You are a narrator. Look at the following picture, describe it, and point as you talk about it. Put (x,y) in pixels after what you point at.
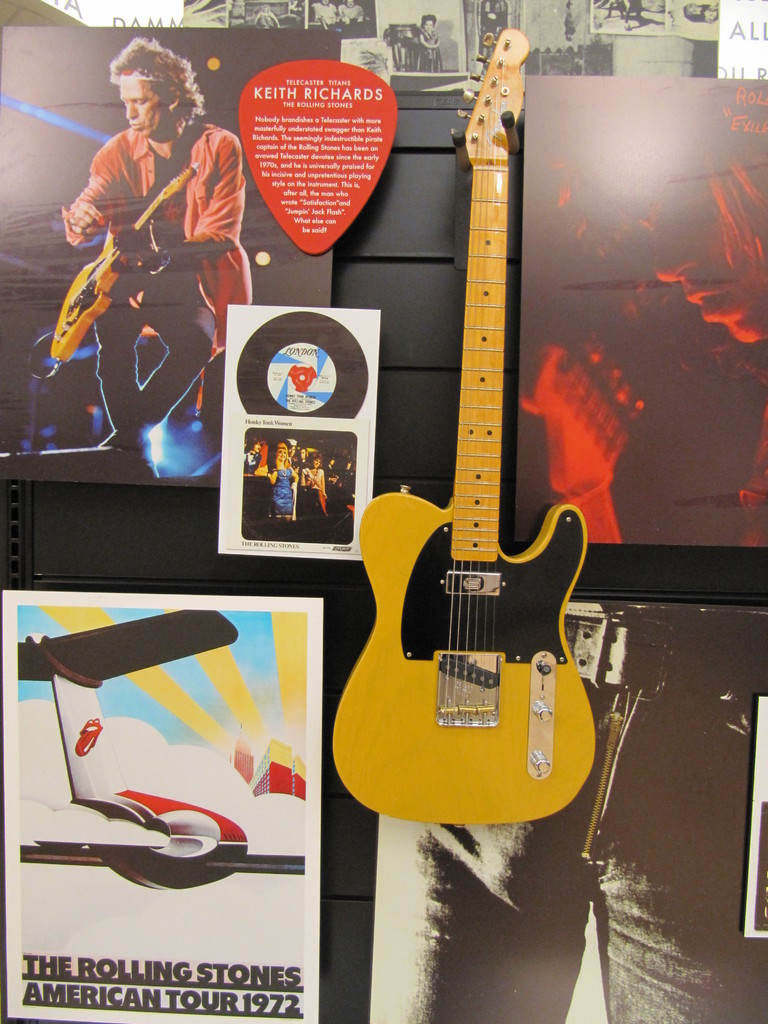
In this image i can see a guitar (392,524) attached to the wall (508,461).
